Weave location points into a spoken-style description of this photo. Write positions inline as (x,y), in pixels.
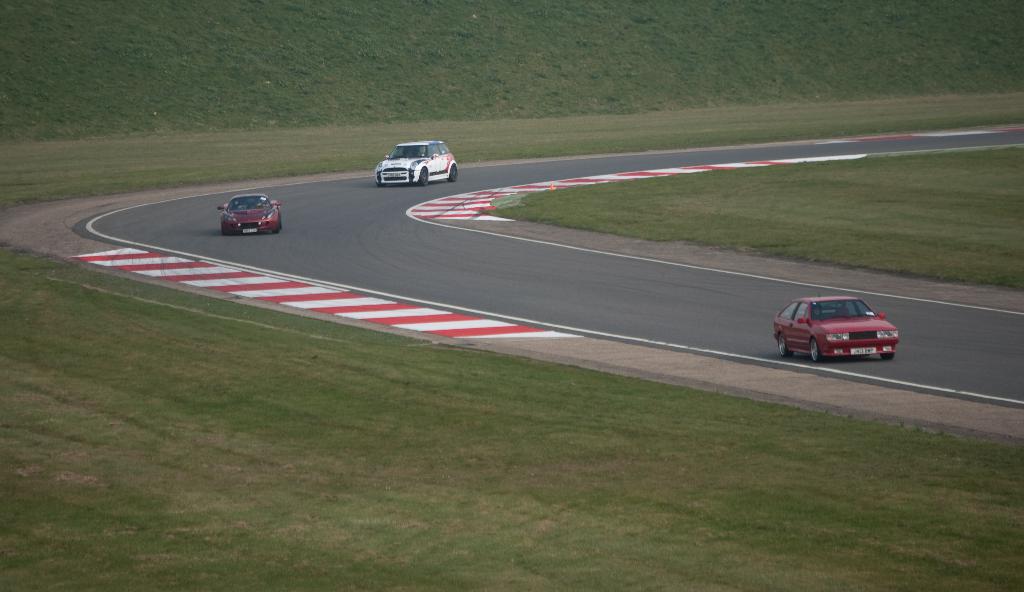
In this image I can see 3 cars (812,334) on the road (363,254). There is grass (615,150) on the either sides of the road (354,199).
